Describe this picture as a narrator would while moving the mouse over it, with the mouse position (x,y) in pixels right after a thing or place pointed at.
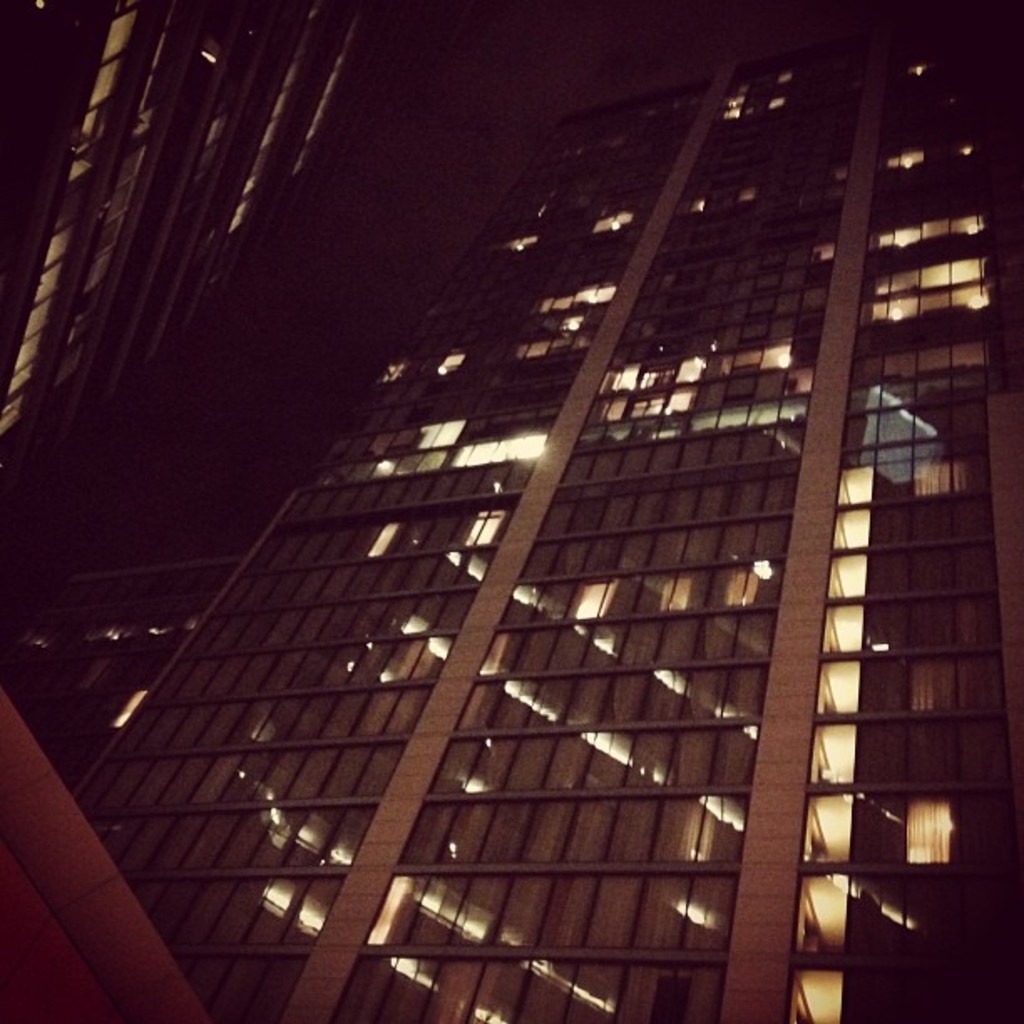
In this picture we can see buildings (187,156). In the background of the image (248,295) it is dark.
